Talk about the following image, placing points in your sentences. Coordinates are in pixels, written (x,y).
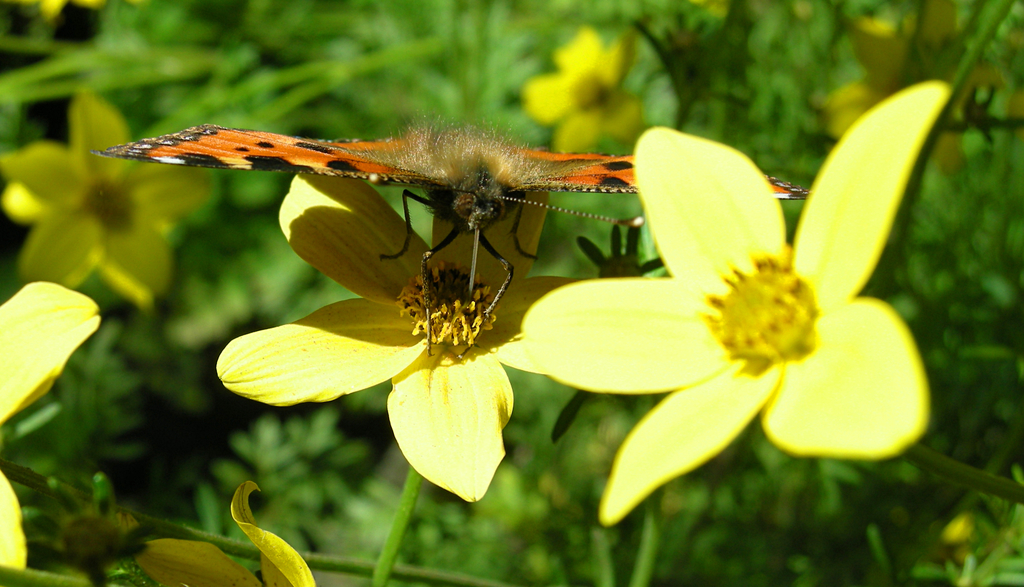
In this picture we can see a butterfly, flowers (456,368) and in the background (197,326) we can see plants (199,269).
